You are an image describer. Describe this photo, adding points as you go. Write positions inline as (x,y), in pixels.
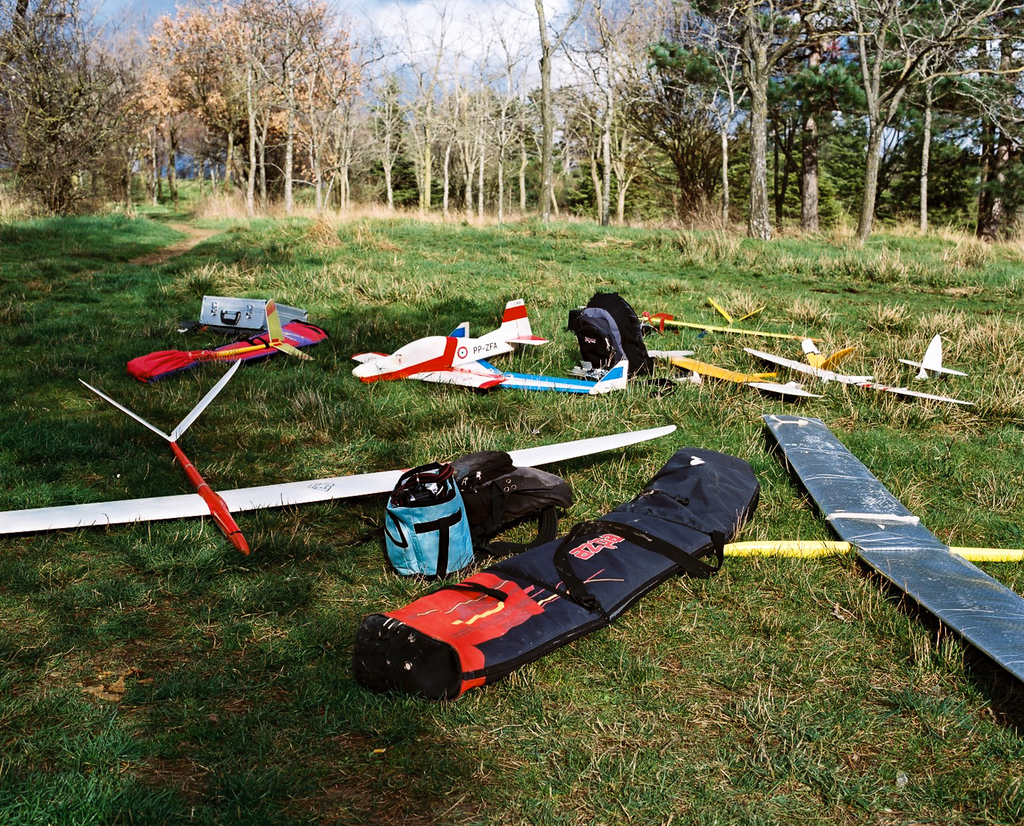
In this image I can see few toy aircraft's (830,485) and bags (732,458) in multi color, background (828,183) I can see few trees (419,123) in green color and the sky (501,45) is in white and blue color.
